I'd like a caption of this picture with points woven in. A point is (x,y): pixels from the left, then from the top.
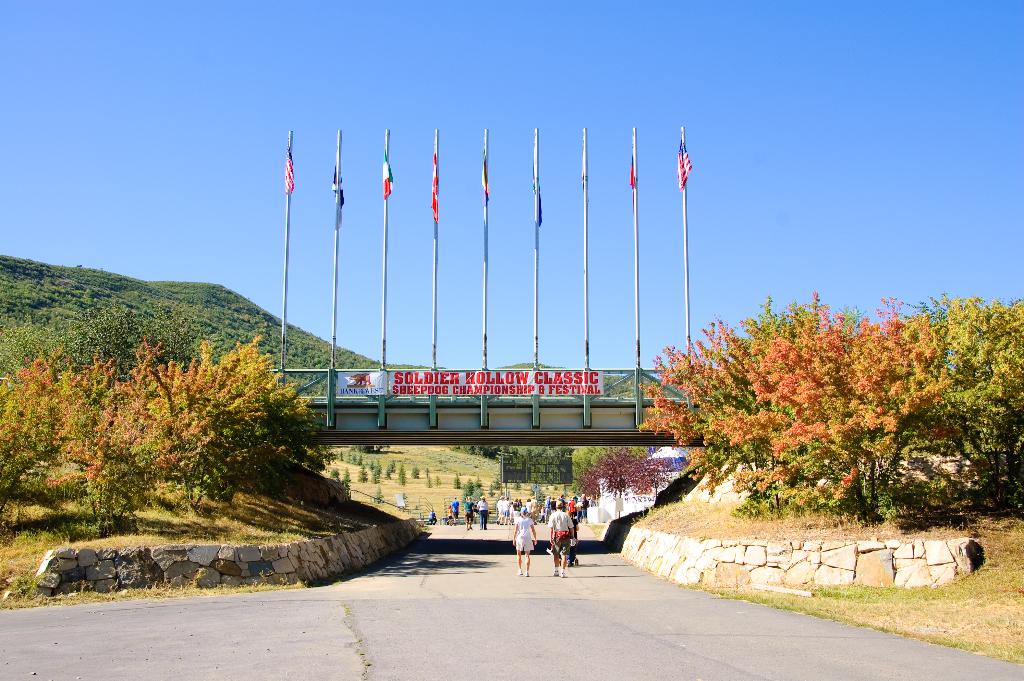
In this image we can see some people (562,520) on the ground (549,595). In the center of the image (527,438) we can see some flags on poles (689,331), bridge (373,409) and a banner (529,374) with some text (564,373). On the left (235,419) and right side of the image (818,433) we can see a group of trees (971,418). In the background (318,315), we can see a hill (108,277) and the sky (106,258).
